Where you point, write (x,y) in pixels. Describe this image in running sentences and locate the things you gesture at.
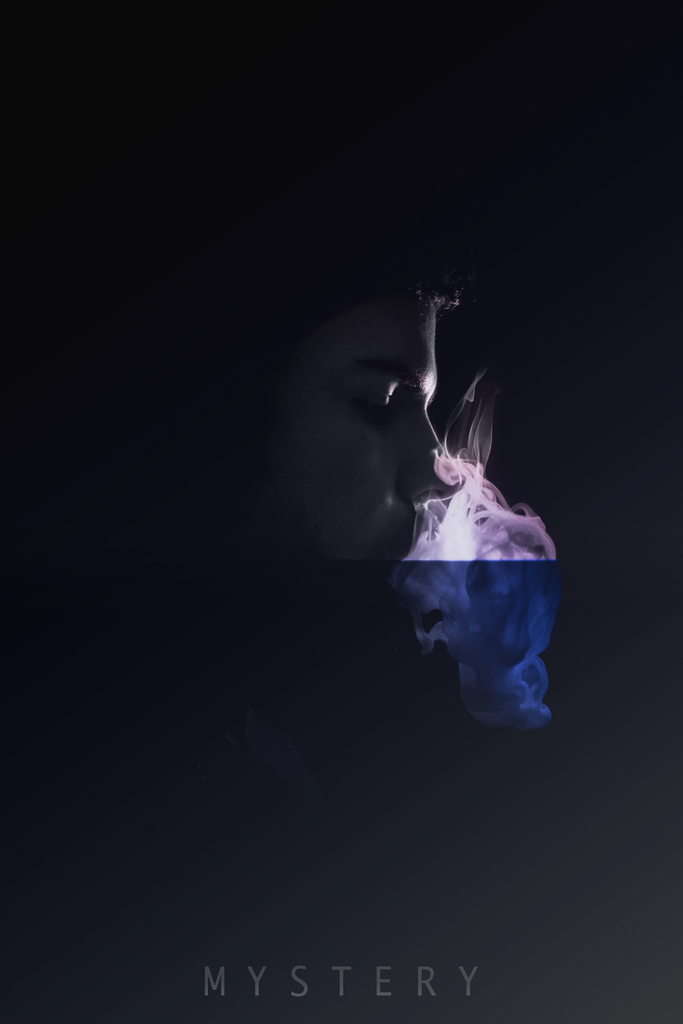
In this picture there is a person (423,317) in the center of the image (302,395) and there is smoke (490,543) in the image, it seems to be a poster (360,809) on which it is written as mystery.
